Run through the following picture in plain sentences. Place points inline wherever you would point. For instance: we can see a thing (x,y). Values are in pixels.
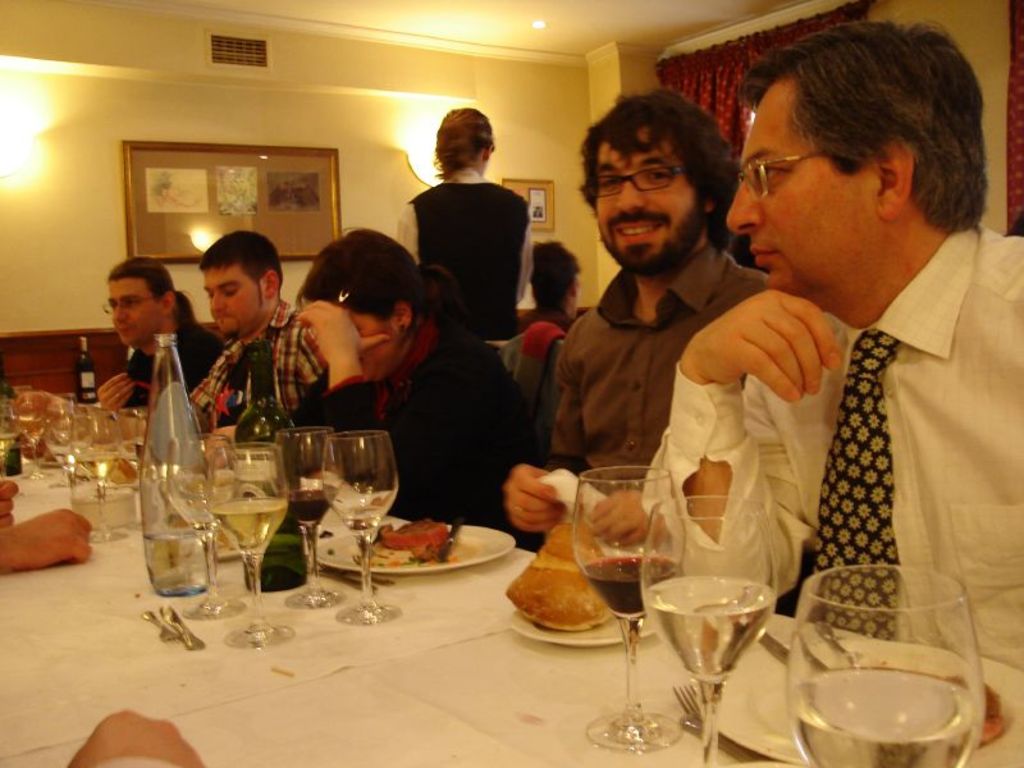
As we can see in the image there are few people (1006,534) sitting on chairs (557,379). There is a table (606,688) over here. On the table (520,652) there are plates (584,634), glasses (807,697) and bottles (166,445) and there is a yellow color wall (150,101) over here. On wall (110,189) there are frames (221,196).
